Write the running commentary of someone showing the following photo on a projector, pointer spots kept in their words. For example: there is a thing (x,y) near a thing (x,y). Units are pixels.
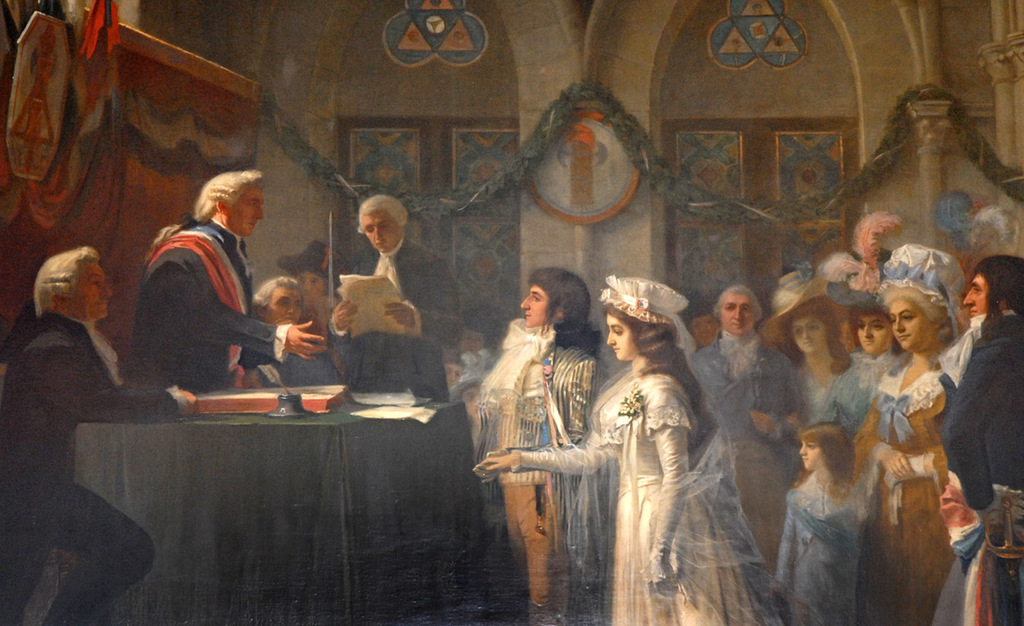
This is a painting. On the right side of the image (992,234) there are group of people (724,393) standing. On the left side of the image (74,542) there are two persons (28,440) sitting and there are two persons (424,255) standing. There is a book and there are papers (416,404) and there is an object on the table (380,426) and the table (325,422) is covered with black color cloth (319,542). At the back (954,118) there is a decoration (626,135) on the wall (979,76).
